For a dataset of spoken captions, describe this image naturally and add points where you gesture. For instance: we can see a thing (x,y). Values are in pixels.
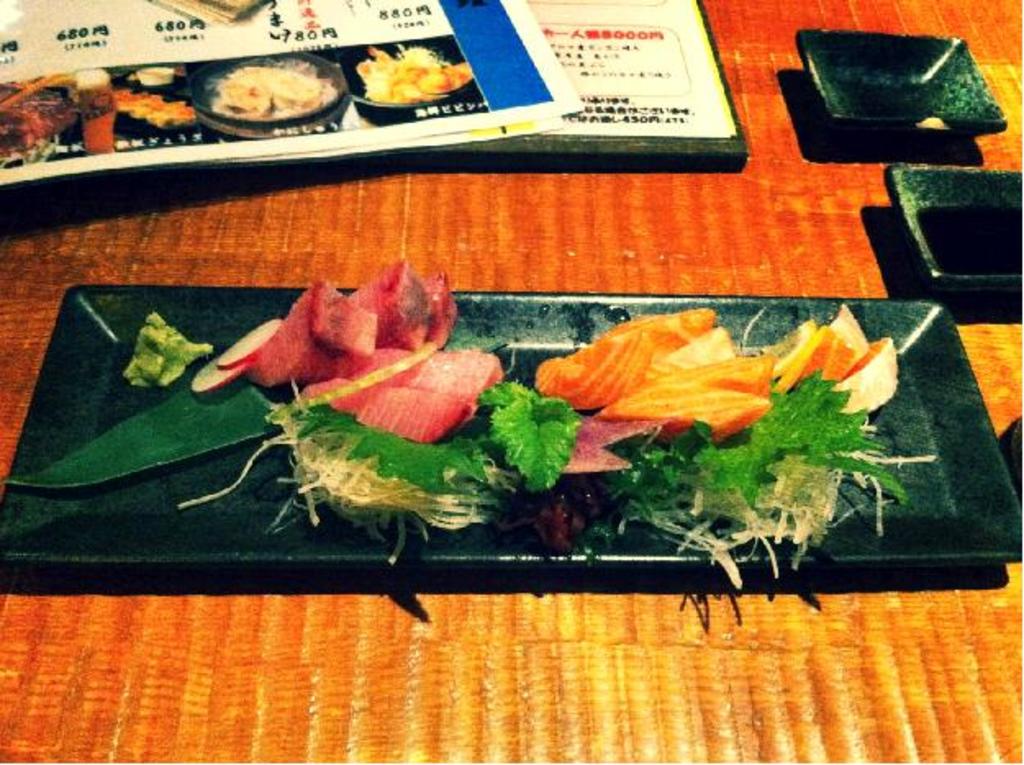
On the table (324,602) I can see the pamphlet (374,142), dishes (915,201) and tray (984,476). On the tray (905,418) I can see the pieces (315,330) of the meat (304,347), salmon (666,372) and other vegetables (301,442).
